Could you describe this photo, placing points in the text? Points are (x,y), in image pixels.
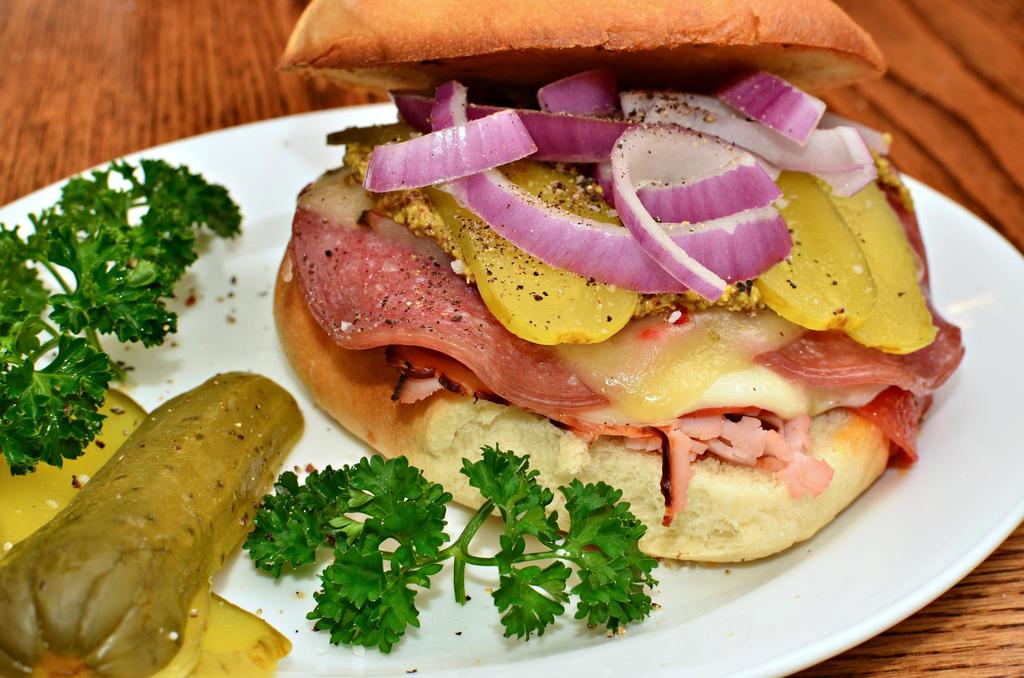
In the foreground of this picture (709,224) we can see a white color platter (283,372) containing parsley leaves (265,540) and a food item (597,465) seems to be a burger (578,351) and we can see the sliced onions (615,201) and some other food items (884,239). In the background (835,103) we can see a wooden table (195,34).
